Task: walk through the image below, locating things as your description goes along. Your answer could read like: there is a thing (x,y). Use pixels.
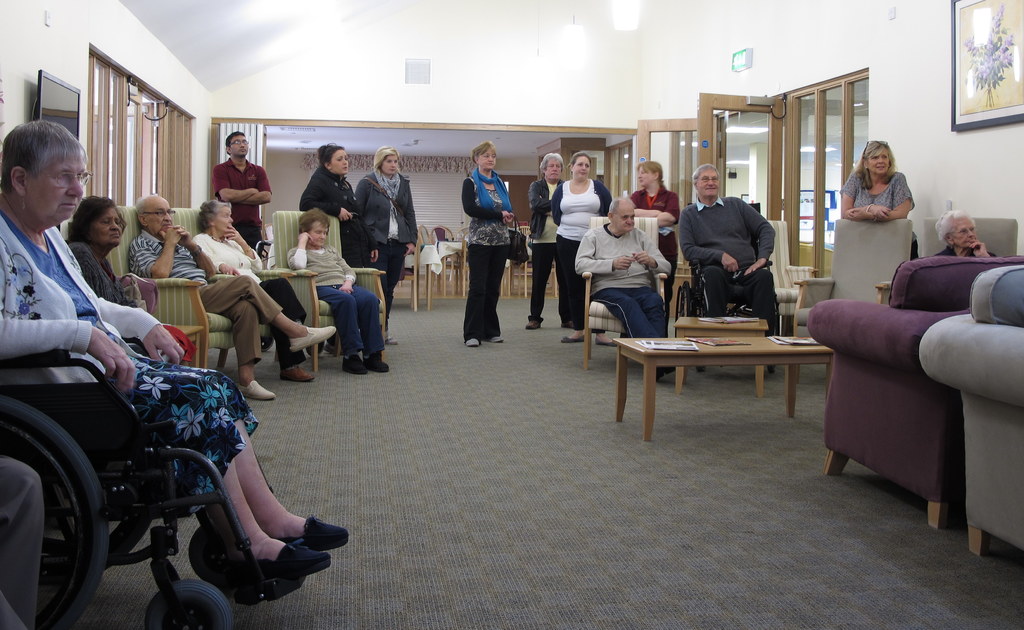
In the image we can see there are lot of people (607,261) who are sitting on chair (284,265) and others (359,235) are standing at the back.
